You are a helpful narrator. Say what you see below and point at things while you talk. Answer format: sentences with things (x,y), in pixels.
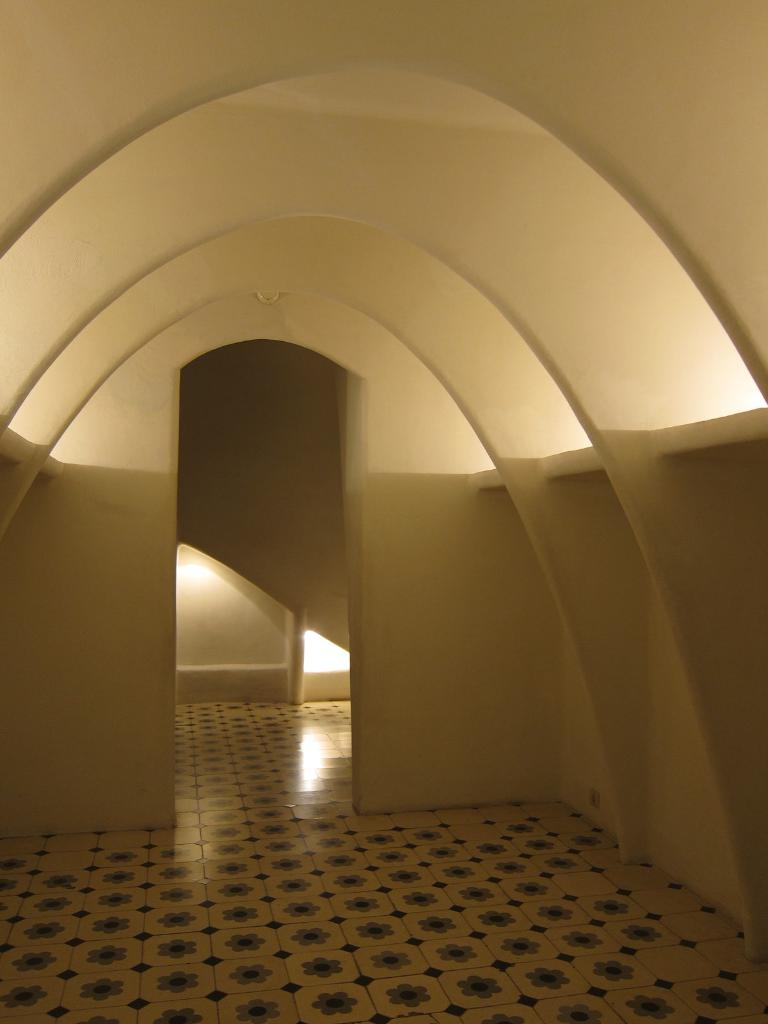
In this image I can see inside view of a building (358,551) and there is a light focus (318,651) visible on the wall (250,558) in the middle (309,661).
